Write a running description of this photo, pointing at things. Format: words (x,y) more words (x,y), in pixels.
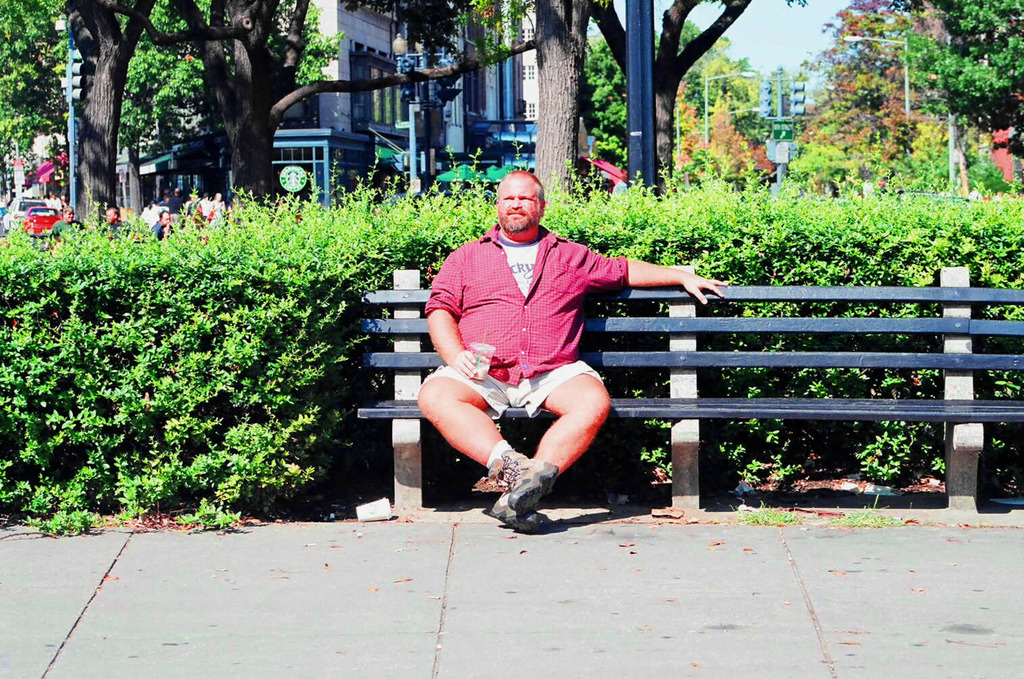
In the center (458,309) we can see one man (537,387) sitting on the bench (805,361) and he is holding glass (489,353). In the background (610,122) there is a building (277,190), trees (246,88), sky (804,36), traffic light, sign board (290,189), plant (724,237) and grass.
